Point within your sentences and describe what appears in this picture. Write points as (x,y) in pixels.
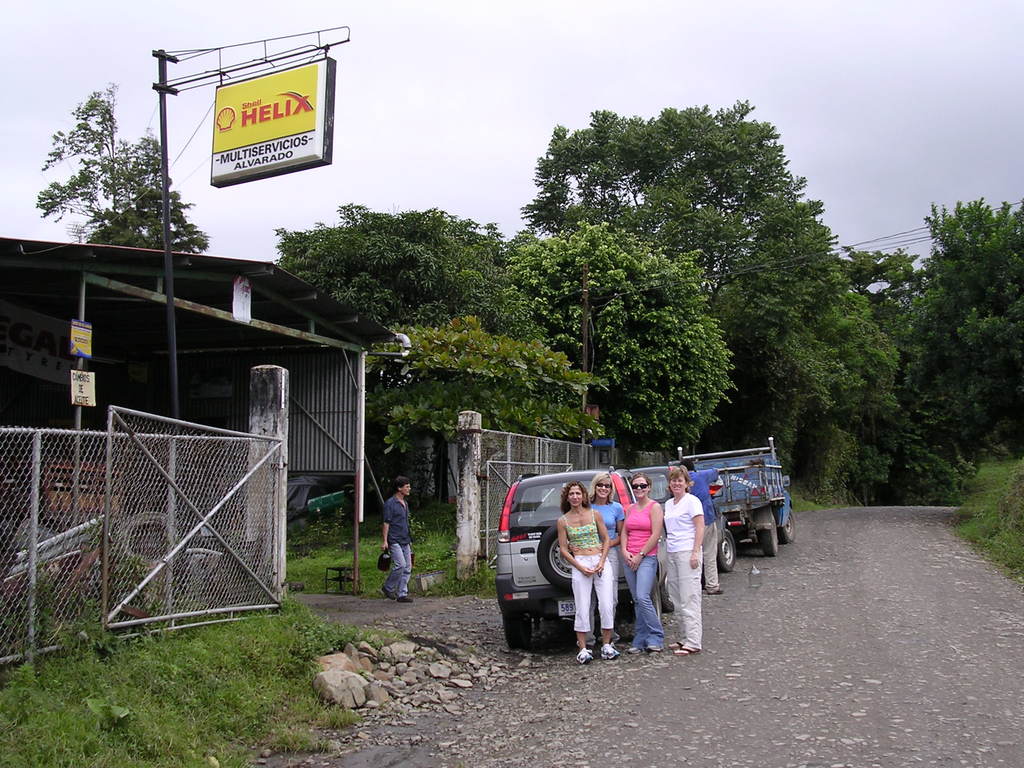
In this image I can see people (632,557) are standing on the road (624,685). In the background (519,440) I can see vehicles (762,459), trees (624,278), fence (178,503), the grass (432,539) and a shed (310,348). Here I can see a poles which has boards (224,120). In the background (477,61) I can see the sky (413,84).
